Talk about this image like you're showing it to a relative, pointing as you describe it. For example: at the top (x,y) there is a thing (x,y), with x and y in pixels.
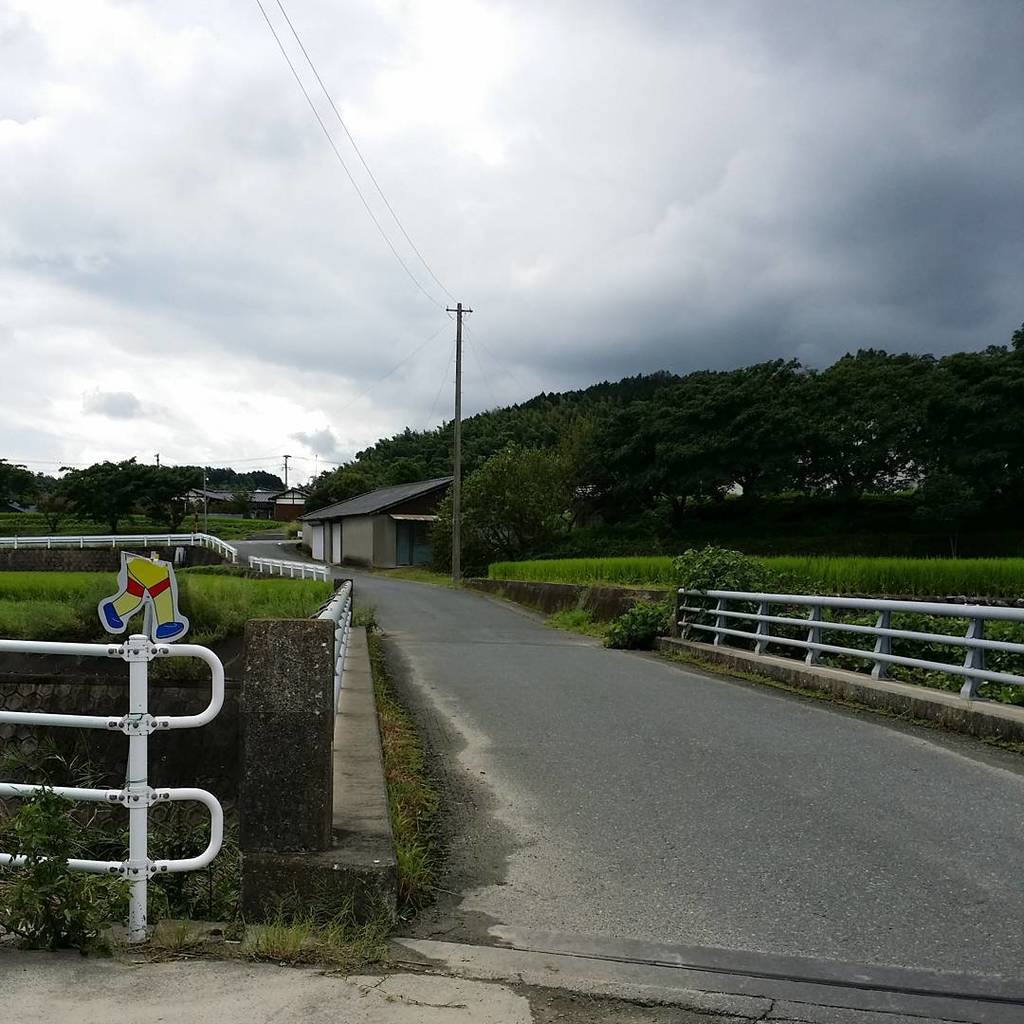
In this image there is the sky (563,128) towards the top of the image (475,126), there are clouds (344,115) in the sky (344,115), there are houses (270,510), there are trees (758,424) towards the right of the image (883,414), there are trees (181,468) towards the left of the image (137,475), there are plants (971,577) towards the right of the image (991,578), there are plants (209,595) towards the left of the image (224,598), there is a pole (458,339), there are wires (331,138) towards the top of the image (349,136), there is a road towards the bottom of the image (604,742), there is a metal fence (122,725) towards the left of the image (105,653), there is a metal fence (861,629) towards the right of the image (890,628).
